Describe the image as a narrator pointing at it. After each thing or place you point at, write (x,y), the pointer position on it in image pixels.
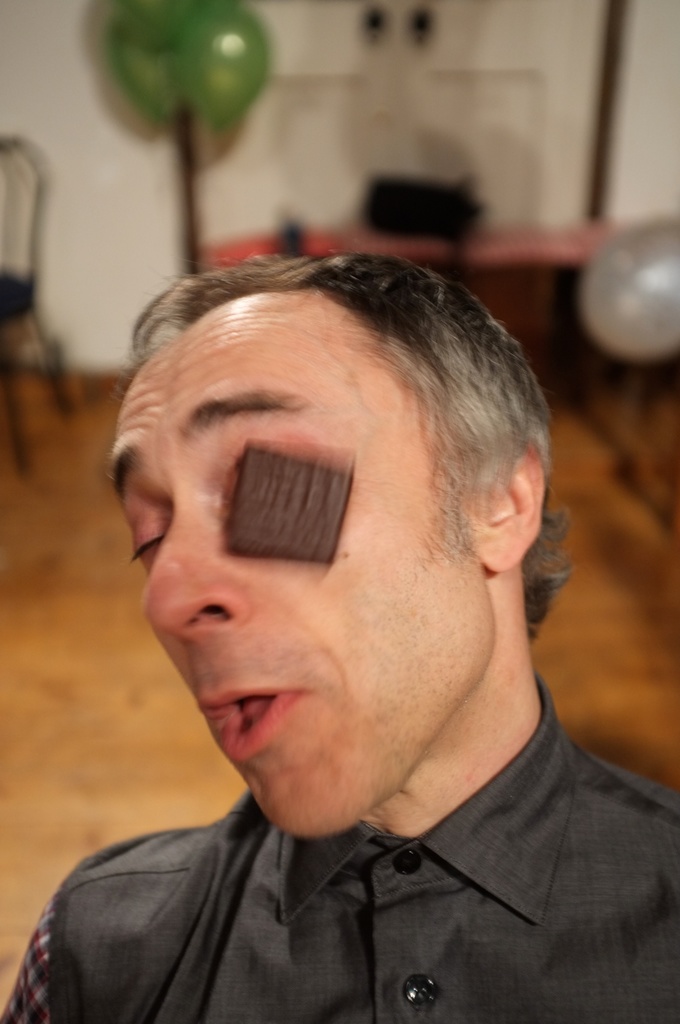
As we can see in the image in the front (348,645) there is a man (379,575). In the background (190,18) there is a table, chair (15,295), balloons (201,83) and a white color wall (164,199).
